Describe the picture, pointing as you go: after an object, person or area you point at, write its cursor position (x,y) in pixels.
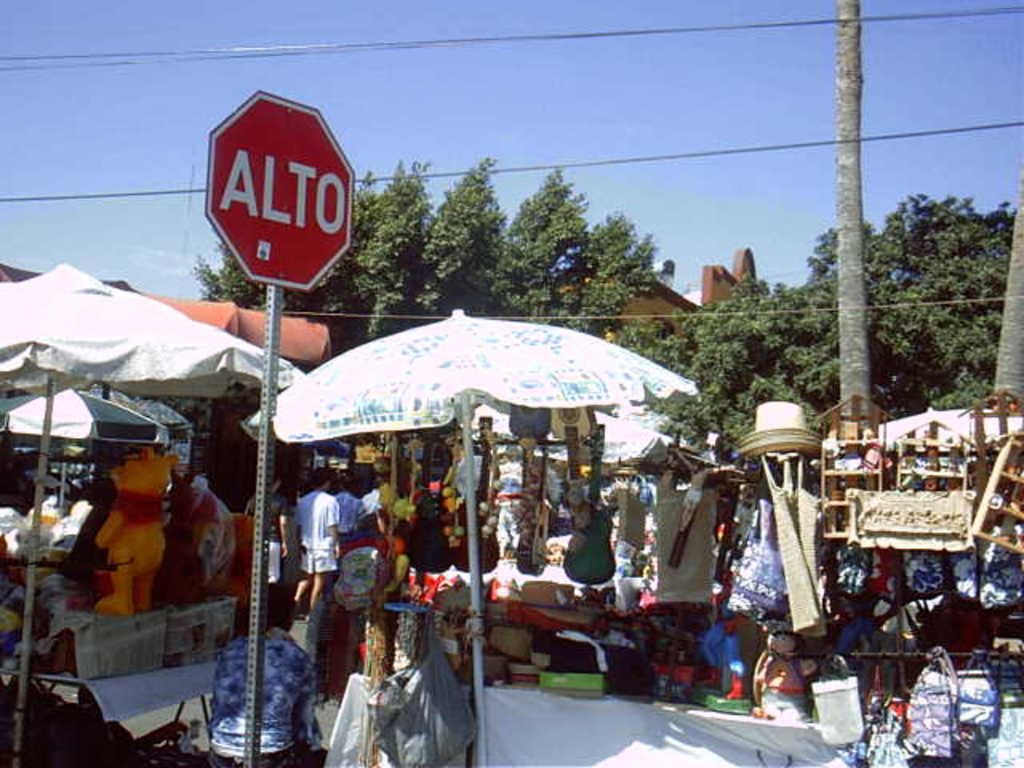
In this image there is a board (257,233) attached to a pole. Behind there are umbrellas (77,338). People (270,744) are sitting under the umbrellas (431,398). Few objects (658,517) are hanging. There are bags (358,590) and few objects (570,611) on the floor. Left side (186,356) there are stalls (221,360). Background (969,358) there are trees (634,330) and buildings (723,292). Top of the image (639,168) there is sky (659,90).
